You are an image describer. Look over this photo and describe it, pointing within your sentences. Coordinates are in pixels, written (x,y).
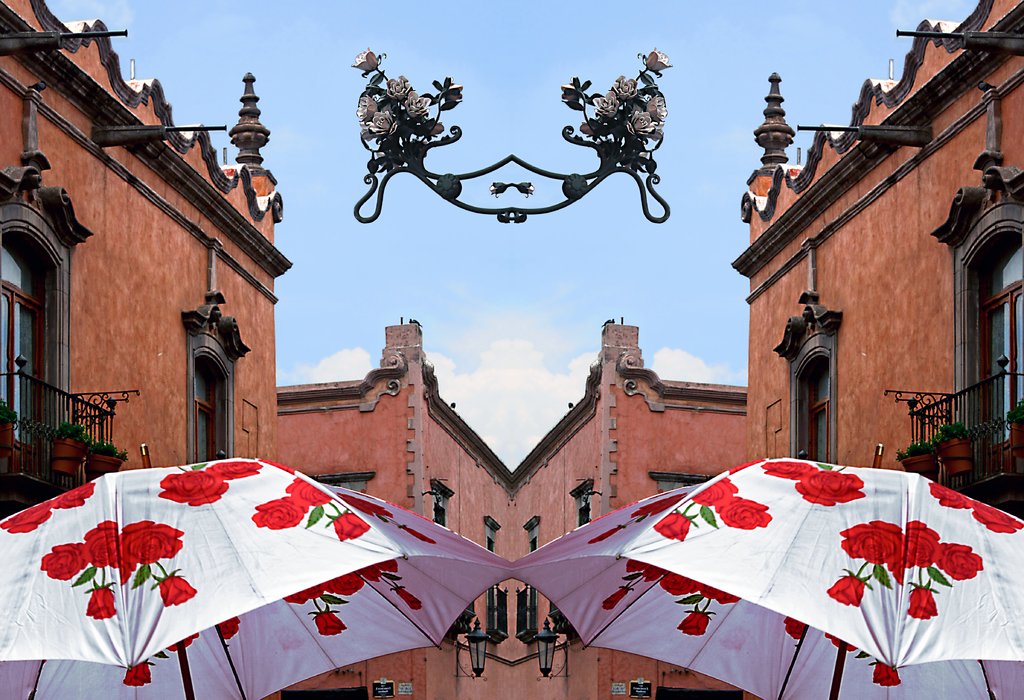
in this image we can see buildings (161,395), grills (92,438), houseplants (60,439), umbrellas (348,535) and sky (492,266) with clouds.
